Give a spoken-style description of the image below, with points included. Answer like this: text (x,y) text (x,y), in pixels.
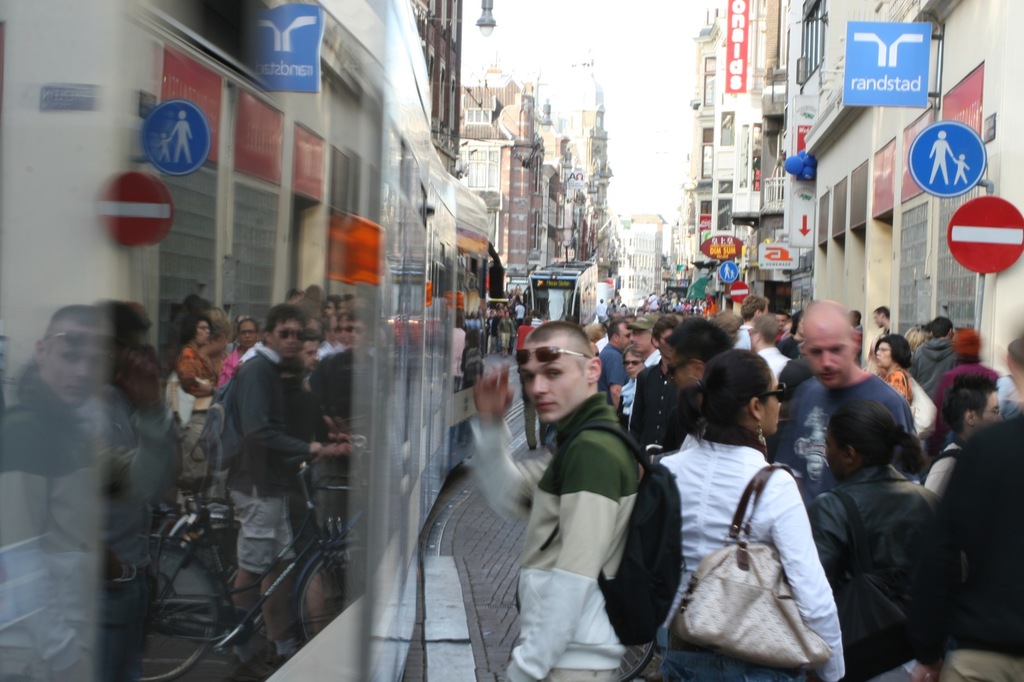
Here in this picture we can see number of people (613,359) standing on the road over there and they are carrying bags (645,521) and handbags (739,554) and goggles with them and on the left side (339,609) we can see a train (400,419) present over there and we can see buildings (831,79) present on either side over there and we can see hoardings (729,253) present on the buildings (572,133) and we can also see sign boards (959,223) over there and we can see light posts (490,8) present over there.
